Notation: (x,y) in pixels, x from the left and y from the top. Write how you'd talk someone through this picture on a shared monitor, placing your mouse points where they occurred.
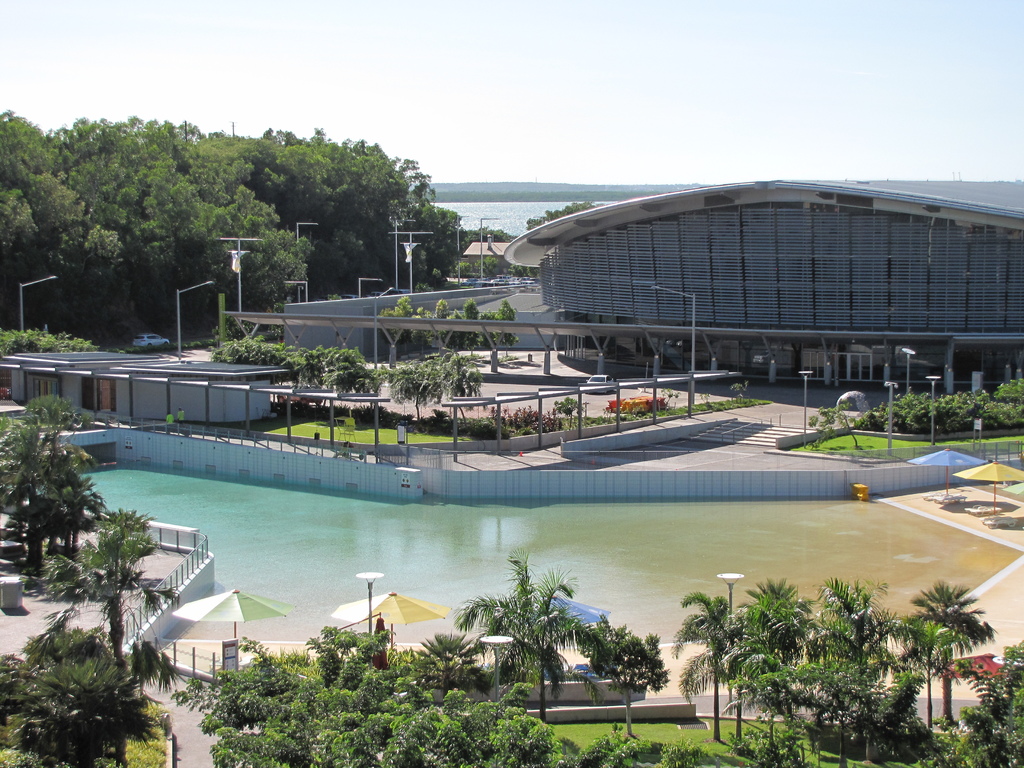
In the picture we can see a aerial view of trees (392,753), plants (513,712), grass surface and water (258,623) and around it we can see a wall (742,498) and behind it we can see some path (318,452) with some poles (333,441) and lights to it and behind it we can see a building shed (352,319) with pillars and besides we can see trees (327,167) and behind it we can see water (498,213) and sky (597,113).
